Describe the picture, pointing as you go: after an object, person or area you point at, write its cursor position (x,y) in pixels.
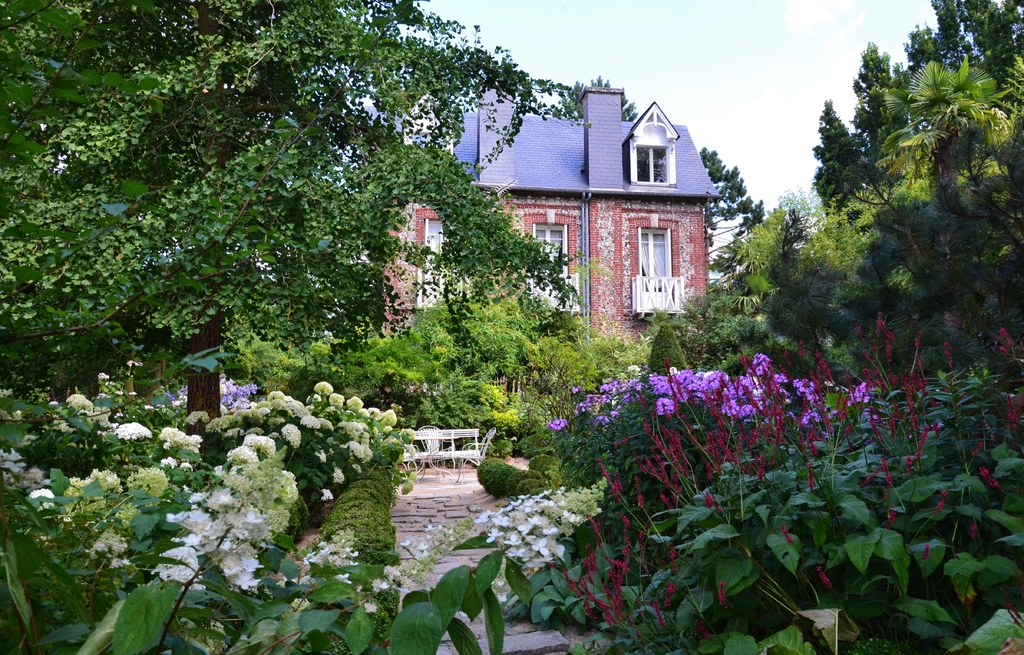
This picture shows few trees (793,232) and a building (495,123) and we see plants (626,584) with flowers (659,460) and we see a bench (458,451) and couple of chairs (435,442) and a cloudy sky (704,78).
